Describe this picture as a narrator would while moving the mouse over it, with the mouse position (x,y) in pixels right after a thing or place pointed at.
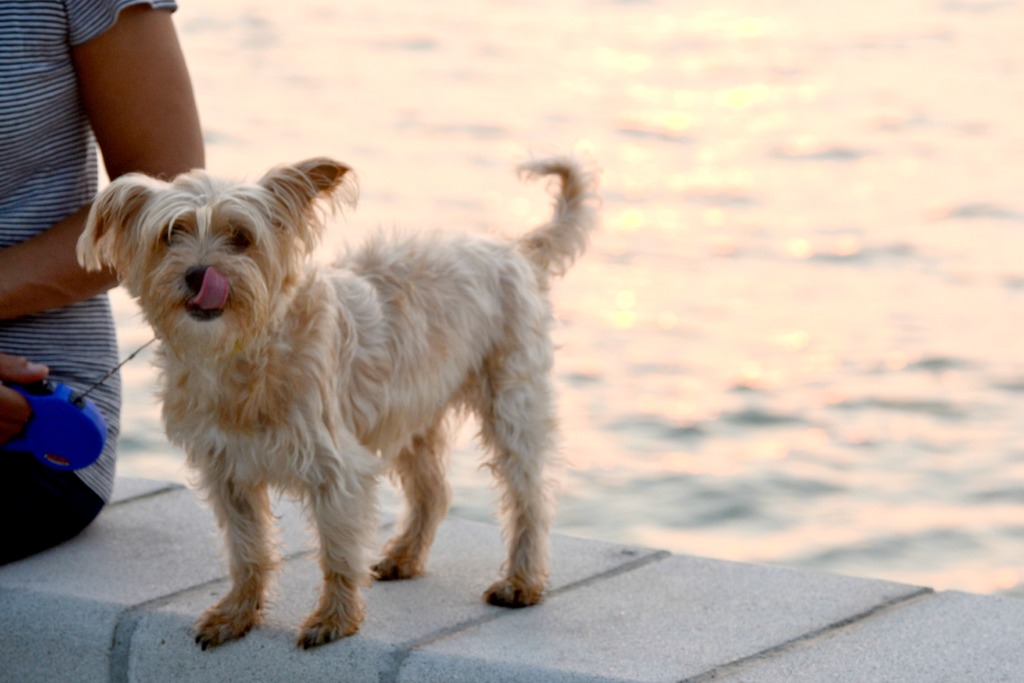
There is a dog (300,355) standing on a brick wall (477,586). On the left side (56,201) there is a person (63,248) holding something and a rope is attached to the dog (224,344). In the background (778,323) there is water (777,398).
